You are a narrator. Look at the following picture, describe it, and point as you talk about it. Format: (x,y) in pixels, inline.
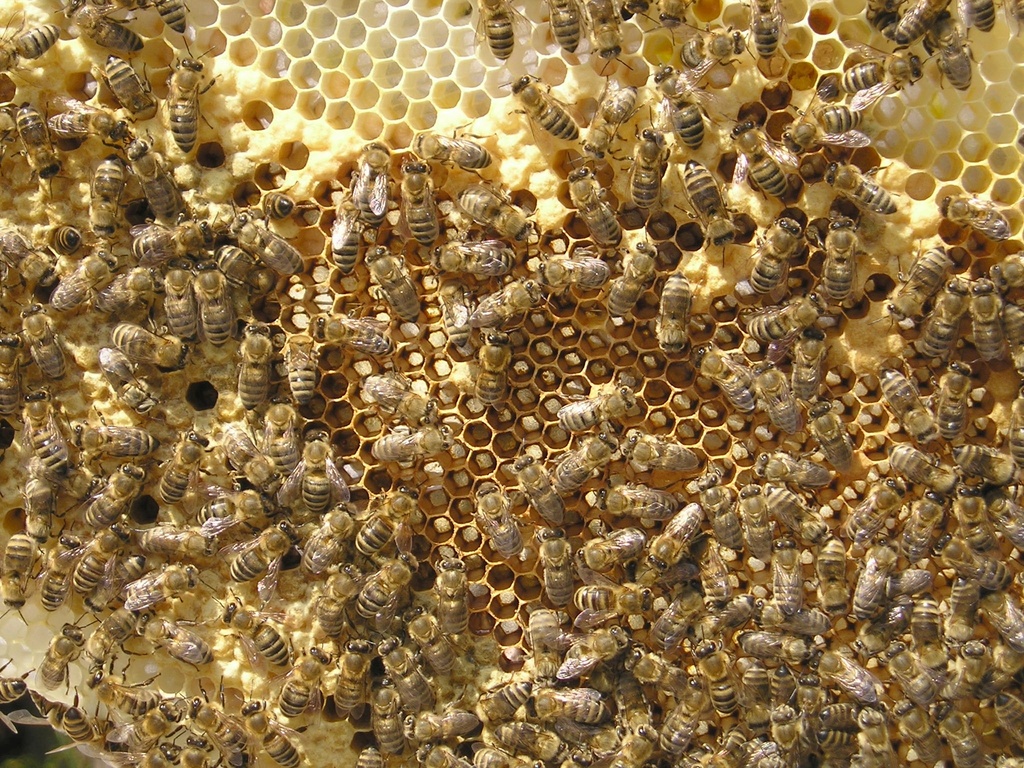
As we can see in the image there are group of honey bees (70,556).
